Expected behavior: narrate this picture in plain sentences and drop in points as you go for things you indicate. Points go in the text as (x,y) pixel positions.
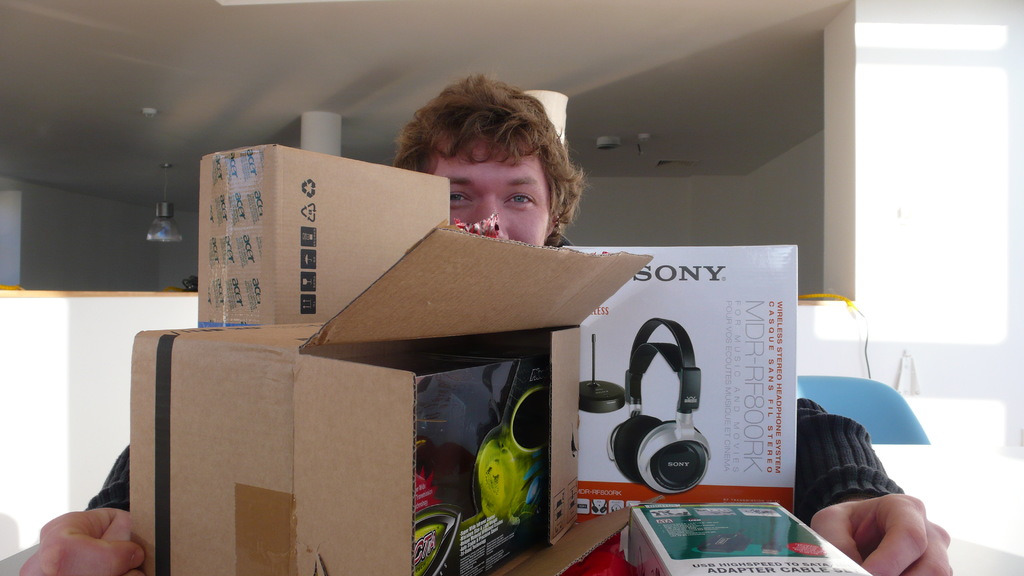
This image consists of a man (433,151). In front of him, we can see the boxes (276,342) made up of cardboard (354,523). In which there are gadgets (498,473). In the background (40,38), we can see a wall (700,187) and a roof (384,59) along with the pillars (317,117). On the right (882,444), there is a chair (876,440).
